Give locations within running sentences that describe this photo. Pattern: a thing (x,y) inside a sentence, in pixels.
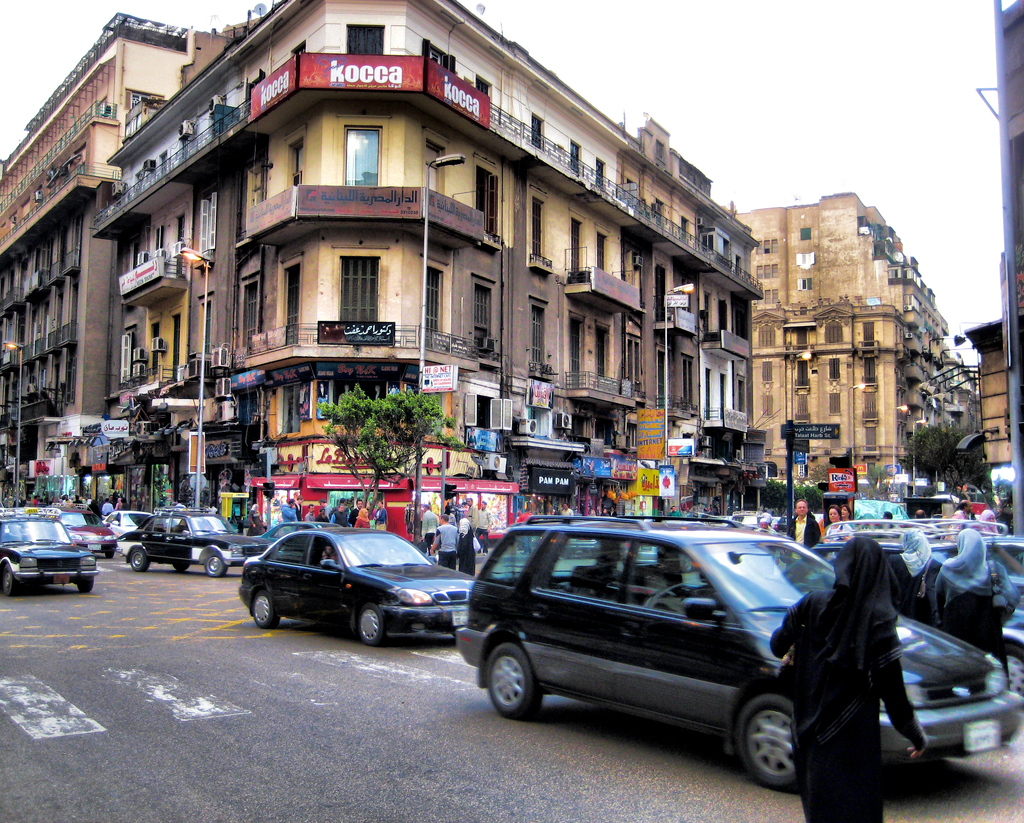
In the image we can see there are many buildings (716,411) and these are the windows (347,264) of the building (376,309). Here we can even see there are vehicles (311,617) on the road (147,589). There are even people (791,628) wearing clothes (788,640). Here we can see a road (337,657) and a white sky (791,93).
